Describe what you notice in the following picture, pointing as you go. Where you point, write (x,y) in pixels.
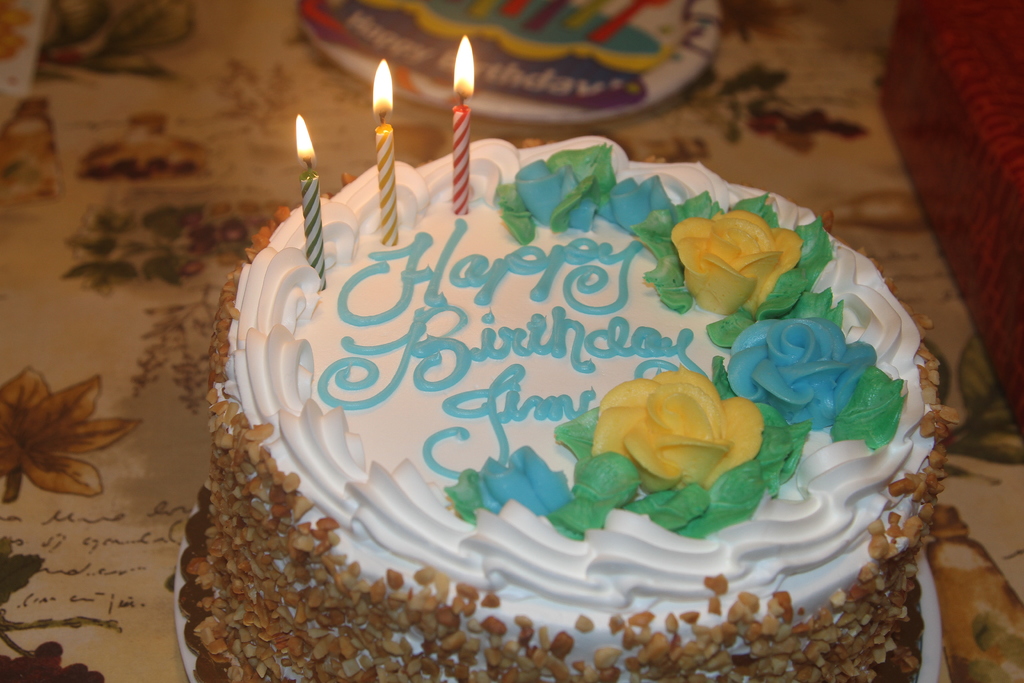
In this image we can see a cake (621,512) in a plate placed on the table (257,174). We can also see three candles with flame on it.
